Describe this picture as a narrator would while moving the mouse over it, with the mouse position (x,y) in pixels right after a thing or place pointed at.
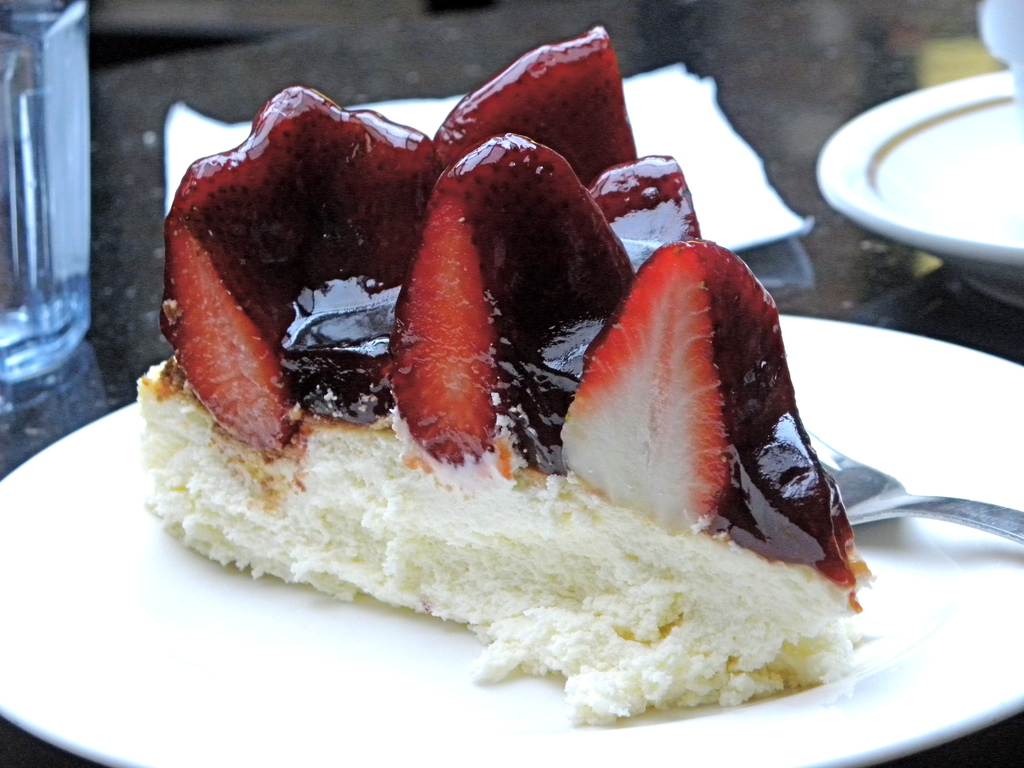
In this image I can see few plates (813,384) and in one plate (841,348) I can see food (730,587) and a fork (930,498). In the background (62,117) I can see a glass (80,88) and a napkin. I can see colour of the food (284,377) is maroon and white.
